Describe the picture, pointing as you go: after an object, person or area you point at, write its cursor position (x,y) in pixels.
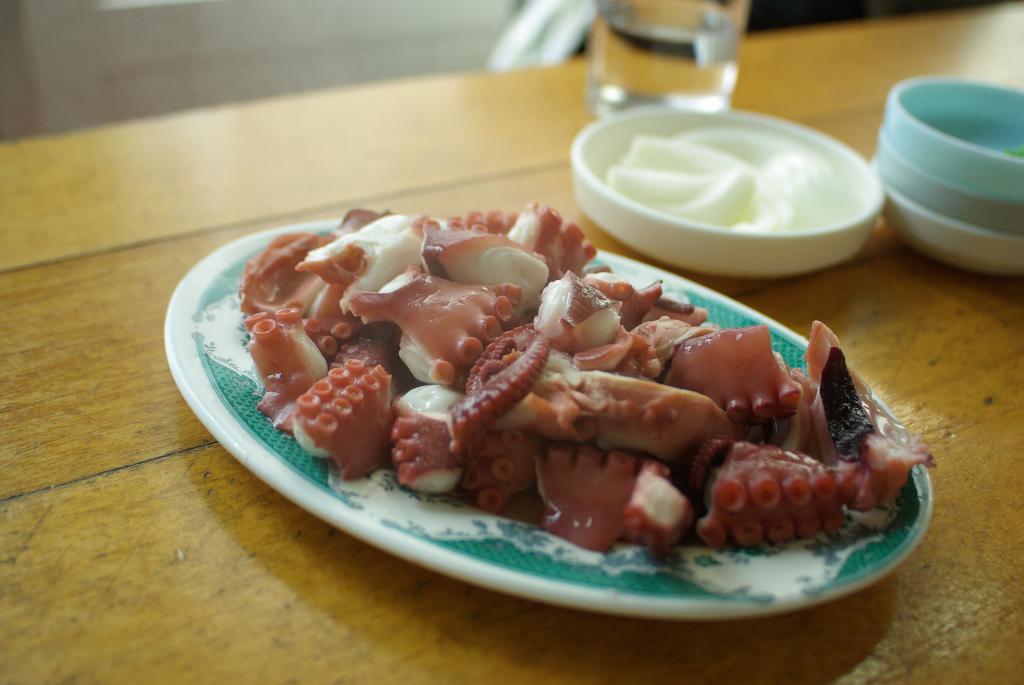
In this picture there are objects (523,425) on the plate (446,554) and there is a dish (667,251) and bowls (933,232) and glass (719,23) on the table (996,402). At the back (345,40) there is a wall (261,49).
